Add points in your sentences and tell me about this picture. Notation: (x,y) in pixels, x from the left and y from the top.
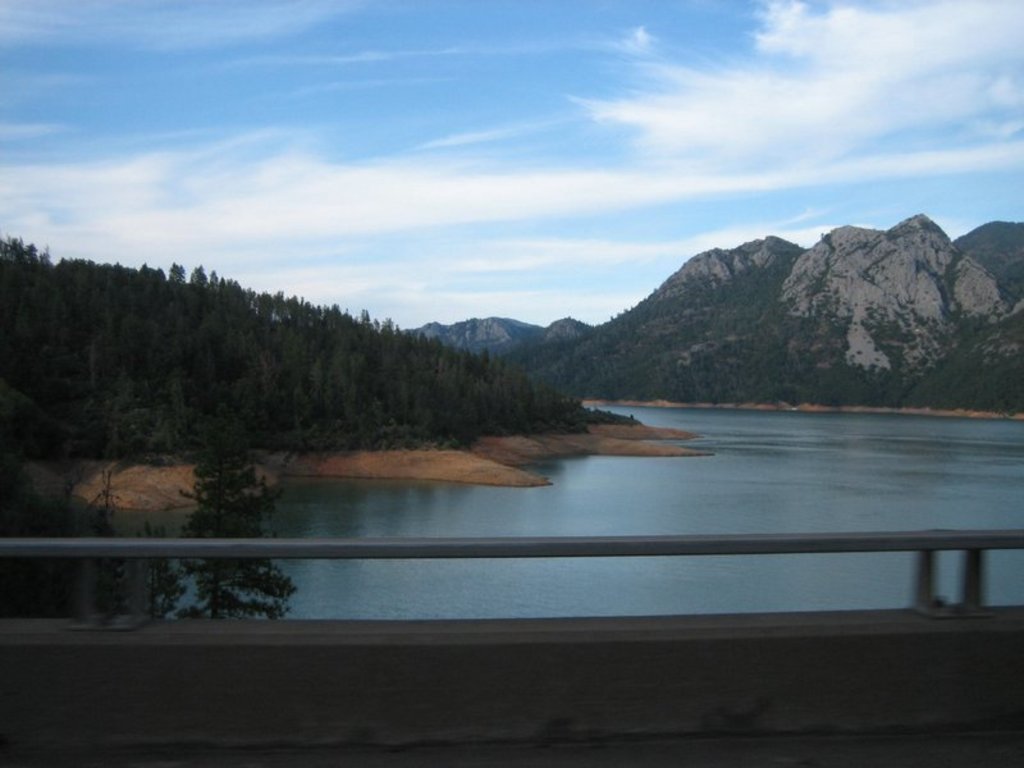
This image is taken outdoors. At the top of the image (161,117) there is a sky (213,118) with clouds (671,153). At the bottom of the image (536,734) there is a bridge (362,720) with a railing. In the background (455,348) there are a few hills (598,335) and there are many trees (405,418) and plants (345,427) on the ground (482,451). In the middle of the image (468,490) there is a lake (600,475) with water (682,482).
